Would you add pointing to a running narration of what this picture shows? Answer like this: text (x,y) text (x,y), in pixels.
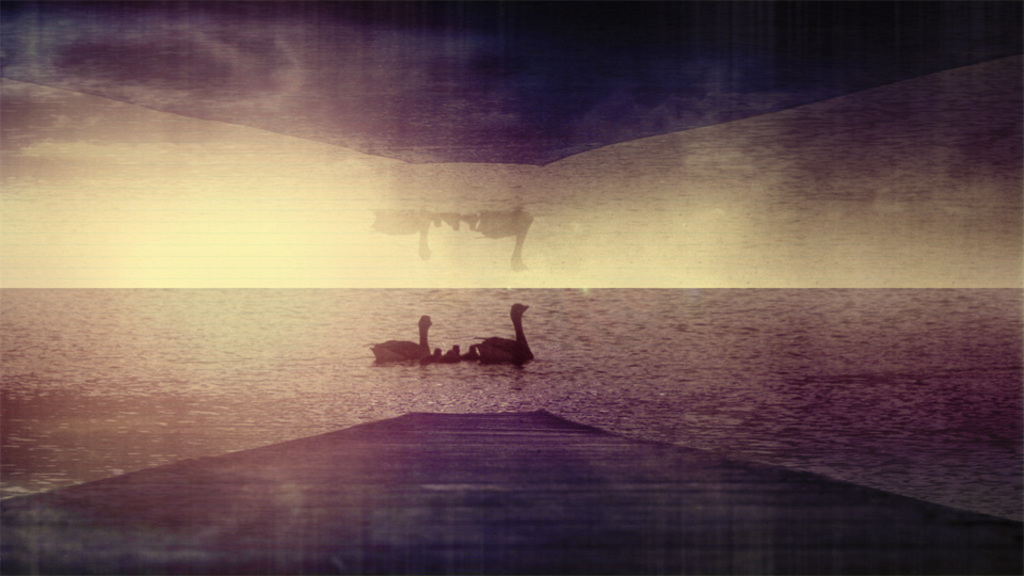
In this image we can see an edited picture of birds (423,338) on the water (442,322).
